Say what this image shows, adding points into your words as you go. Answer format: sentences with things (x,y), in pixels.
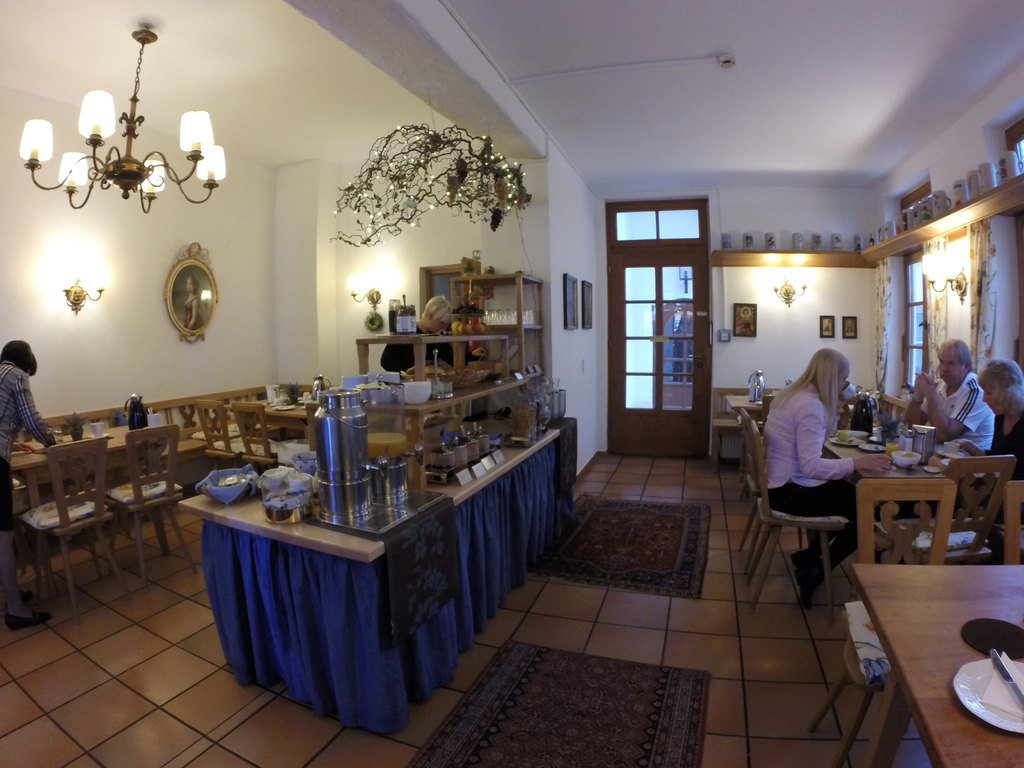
A picture inside of a room (681,268). On top (65,169) there are lights (114,164). We can able to see chairs (98,449) and tables (880,592). On this table (954,652) there are plates (979,684) and bowl (915,459). On this table (291,588) there are things (446,450). The persons (786,459) are sitting on a chair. Floor (738,546) with carpet (675,568). This is door (639,342). A pictures (175,305) on wall (148,310).
